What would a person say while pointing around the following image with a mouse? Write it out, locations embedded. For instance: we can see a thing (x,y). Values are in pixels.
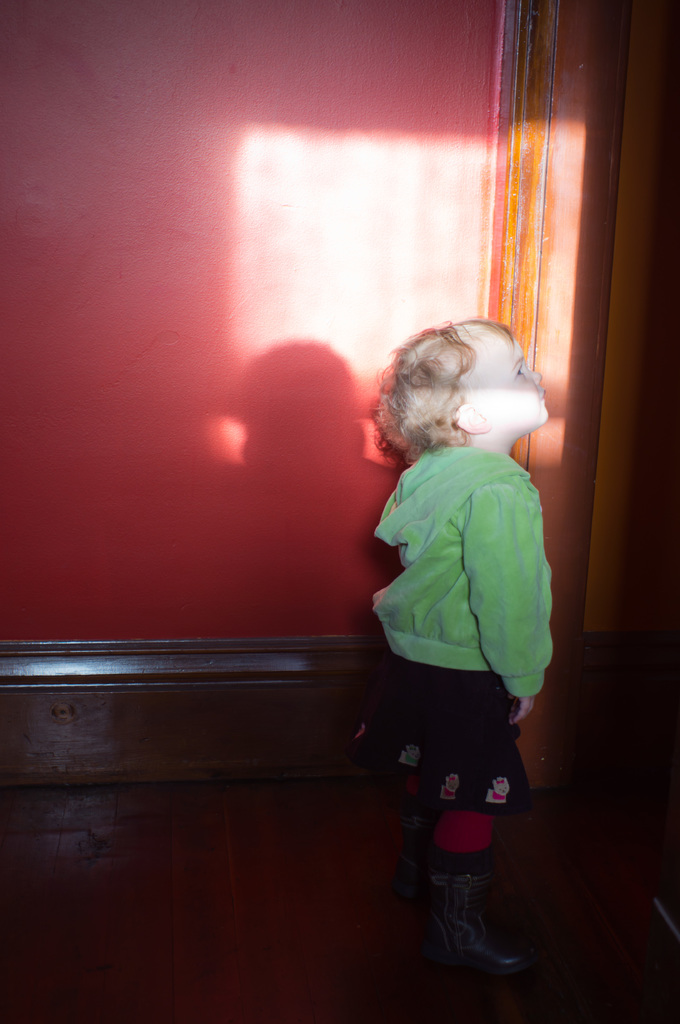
In this picture, it seems like a small baby (422,496) in the foreground area of the image (480,595) and a wall (332,436) behind him.
